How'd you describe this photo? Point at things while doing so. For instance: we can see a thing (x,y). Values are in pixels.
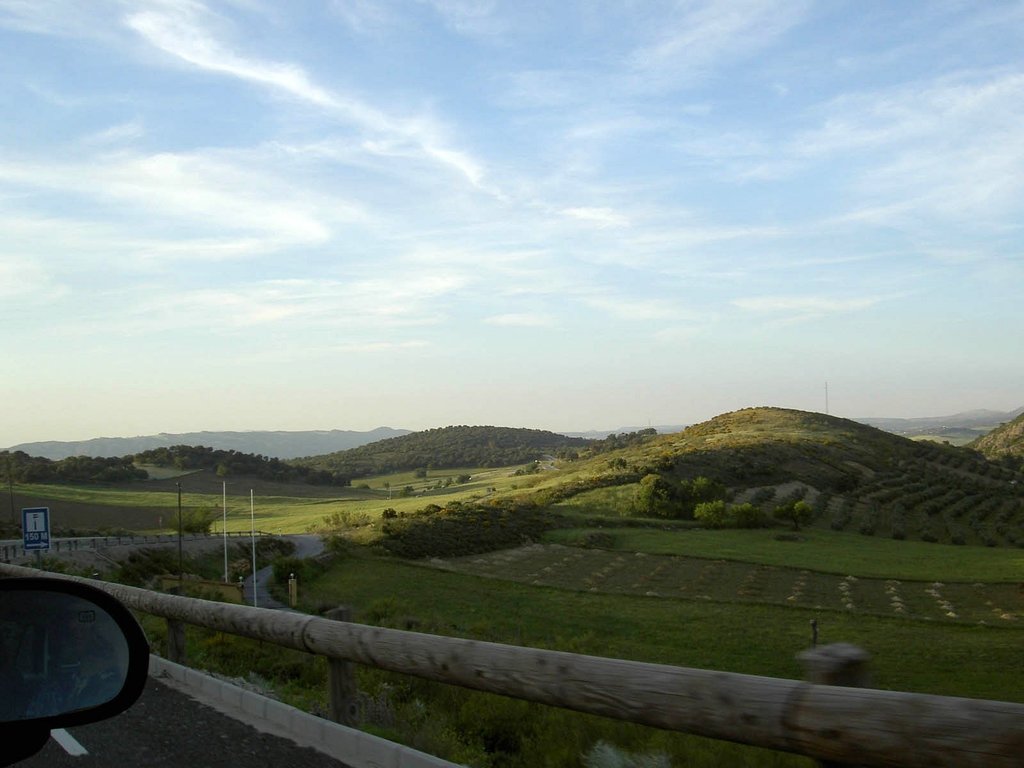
In the image there is a fence (172,625) in the front (424,674) with a car (68,690) beside it, in the back (326,545) there are hills (656,440) covered with plants (607,543) and trees (237,467) and above its sky (498,226) with clouds (486,290).
